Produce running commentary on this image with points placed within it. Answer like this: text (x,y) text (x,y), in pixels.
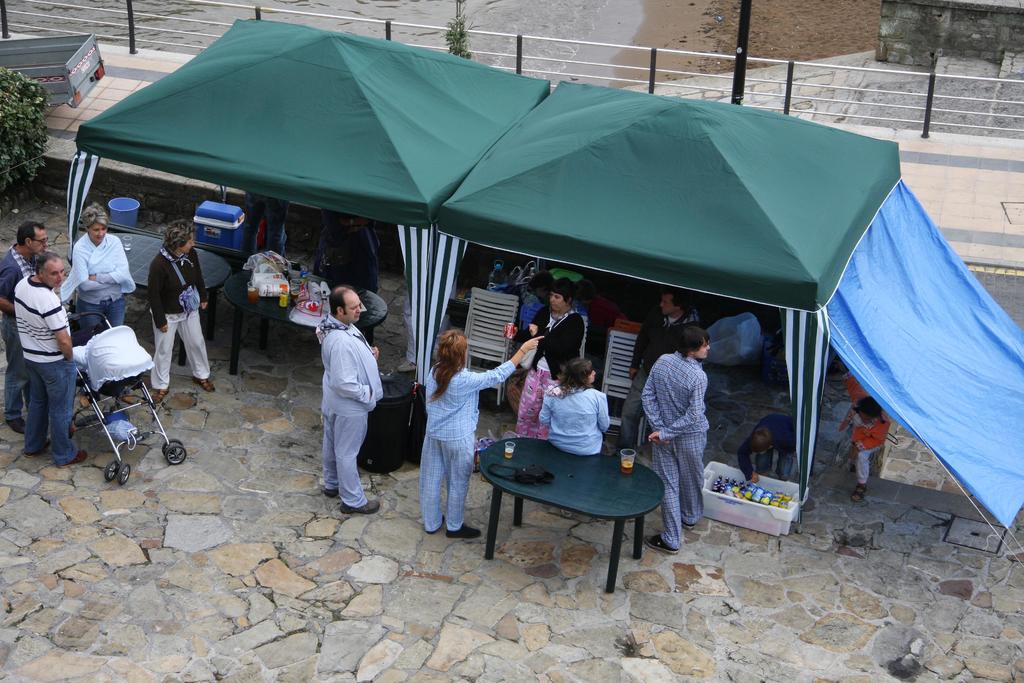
In this image I can see number of people (532,323) where one is sitting on table (563,457) and rest all are standing. I can also see a vehicle (72,102), a tree (45,110), few baskets (219,212), chairs (471,299) and a tent (490,197).
